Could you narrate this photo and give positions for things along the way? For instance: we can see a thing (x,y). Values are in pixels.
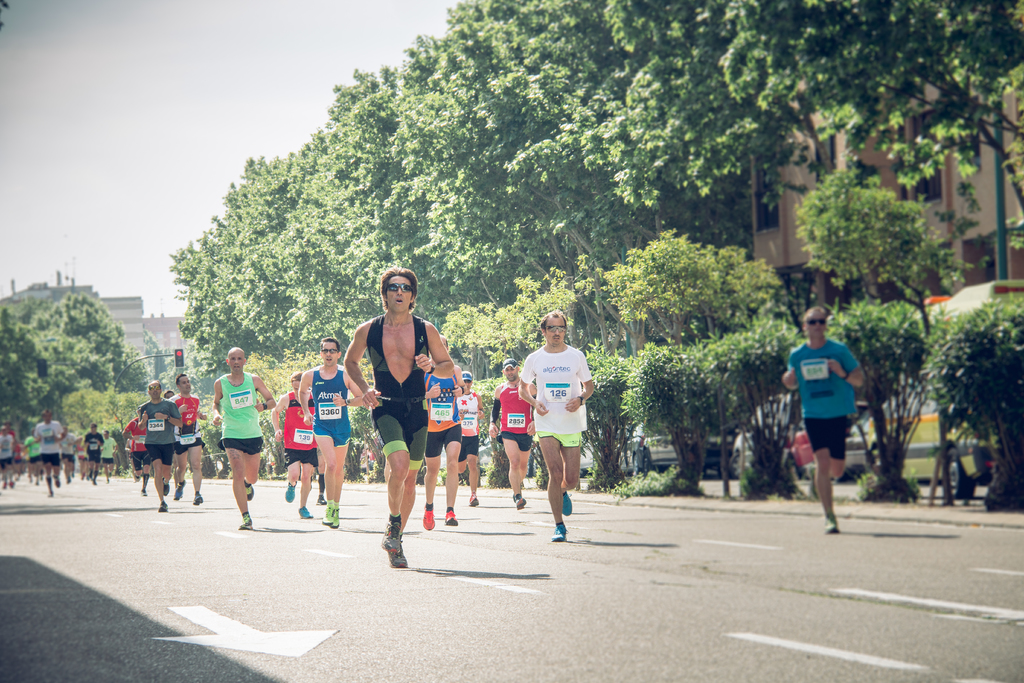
This is an outside view. Here I can see many people (317,389) are running on the road (411,566). Beside the road (775,600) there are many plants (1007,430). In the background (437,226) there are many trees (730,208) and buildings (843,145). At the top of the image (171,58) I can see the sky (86,21). On the right side (933,442) there are few vehicles (967,446) behind the plants (639,412).
